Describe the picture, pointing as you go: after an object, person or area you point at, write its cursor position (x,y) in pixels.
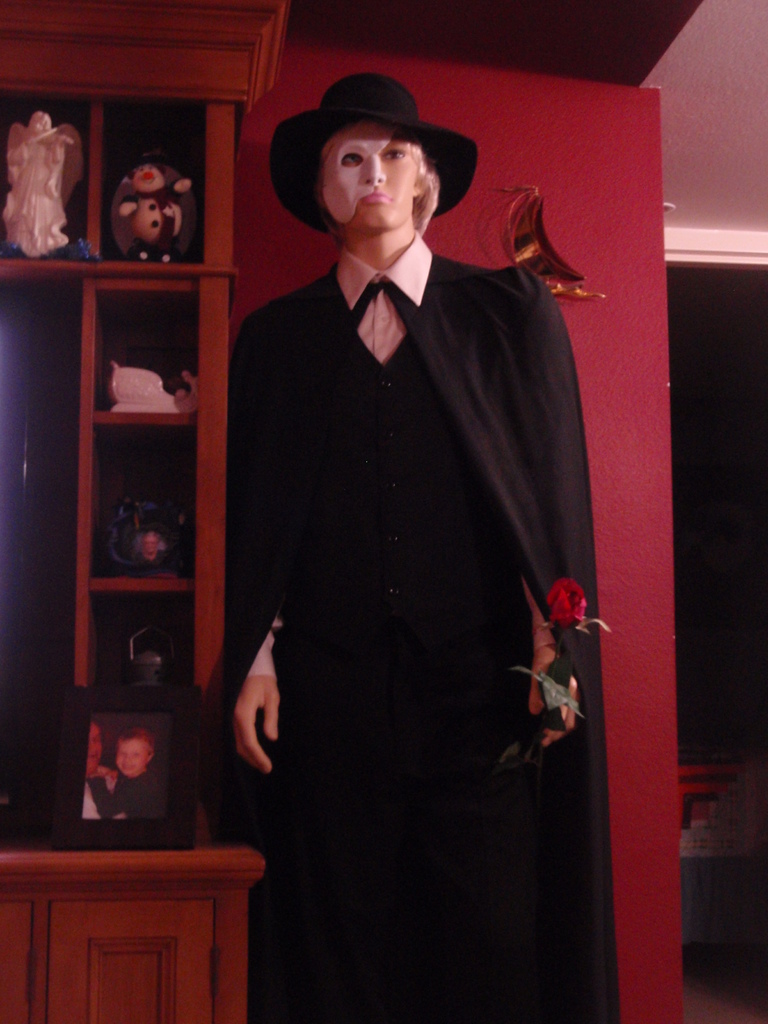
This picture consists of mannequin (515,598) which is holding a rose flower (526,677) and In the background (84,877) I can see a cupboard (84,877), in cupboards (133,430) I can see shelves (170,375), in shelves (153,585) I can see toys (170,522), in front of shelves (115,270) I can see photo frame (121,742) kept on table (121,862) on the left side (121,727).
